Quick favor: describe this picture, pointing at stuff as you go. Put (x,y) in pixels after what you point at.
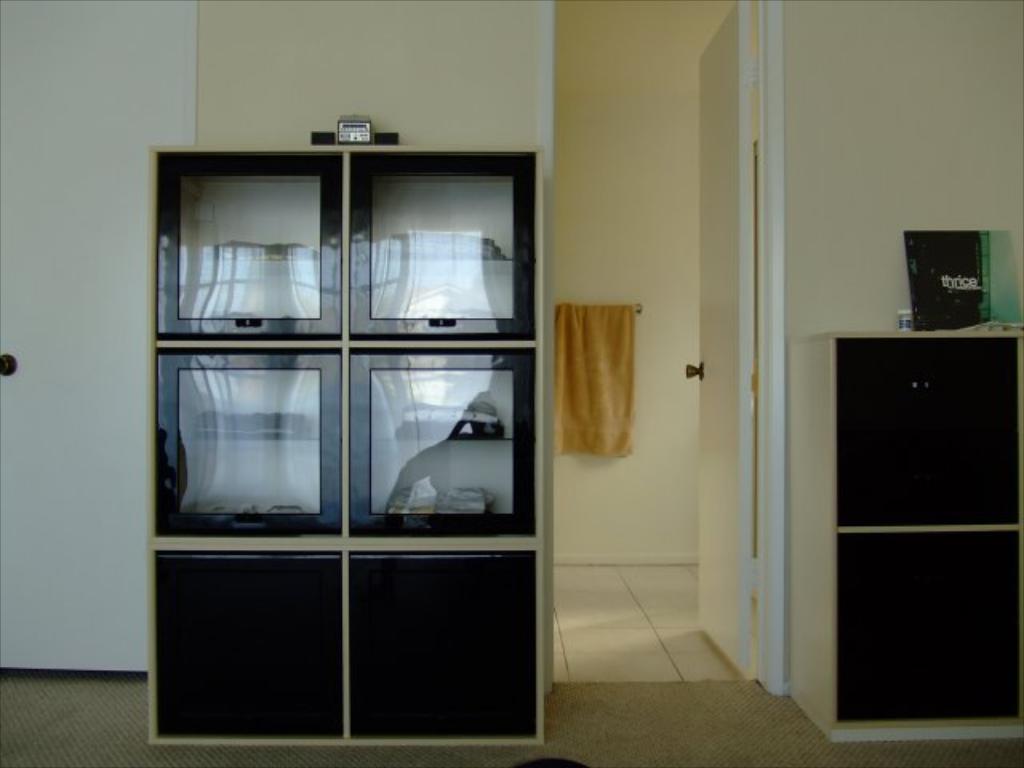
There are some objects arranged on the shelves (308,248) of a cupboard (401,388), four of shelves (441,341) are covered with glass (446,288) on the floor (547,744). On the right side (958,599), there is an object (987,284) on another cupboard (826,386). In the background (723,84), there is a white door (726,418) and a towel (631,370) on the hanger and there is wall (413,46).
